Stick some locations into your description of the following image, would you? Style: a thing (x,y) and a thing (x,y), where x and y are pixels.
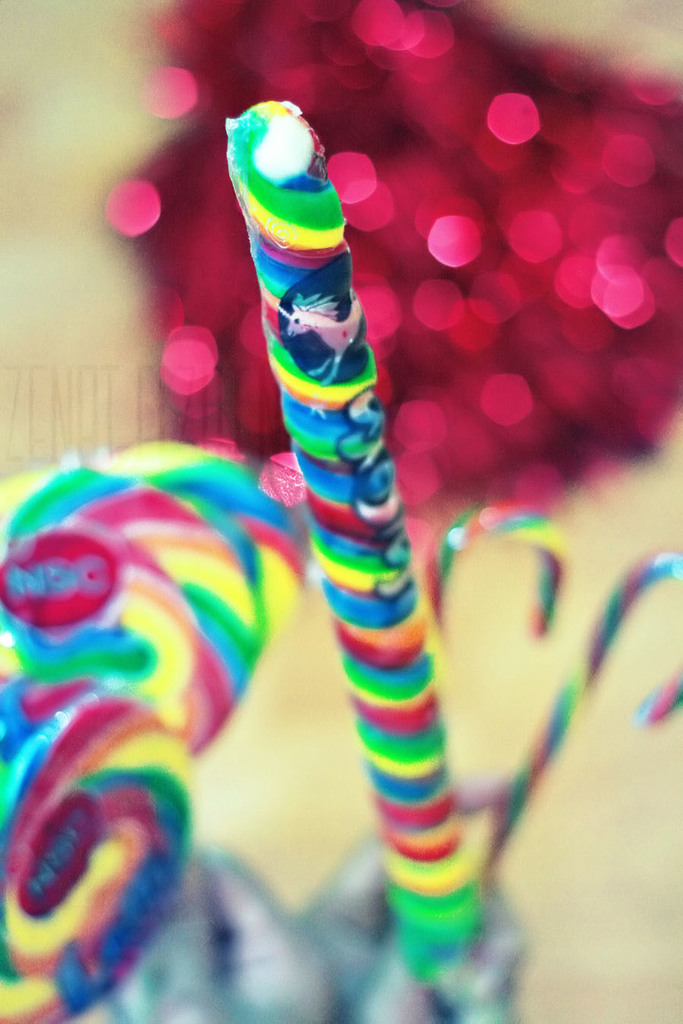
In this picture we can see few candies (361,413) and blurry background (488,190).
